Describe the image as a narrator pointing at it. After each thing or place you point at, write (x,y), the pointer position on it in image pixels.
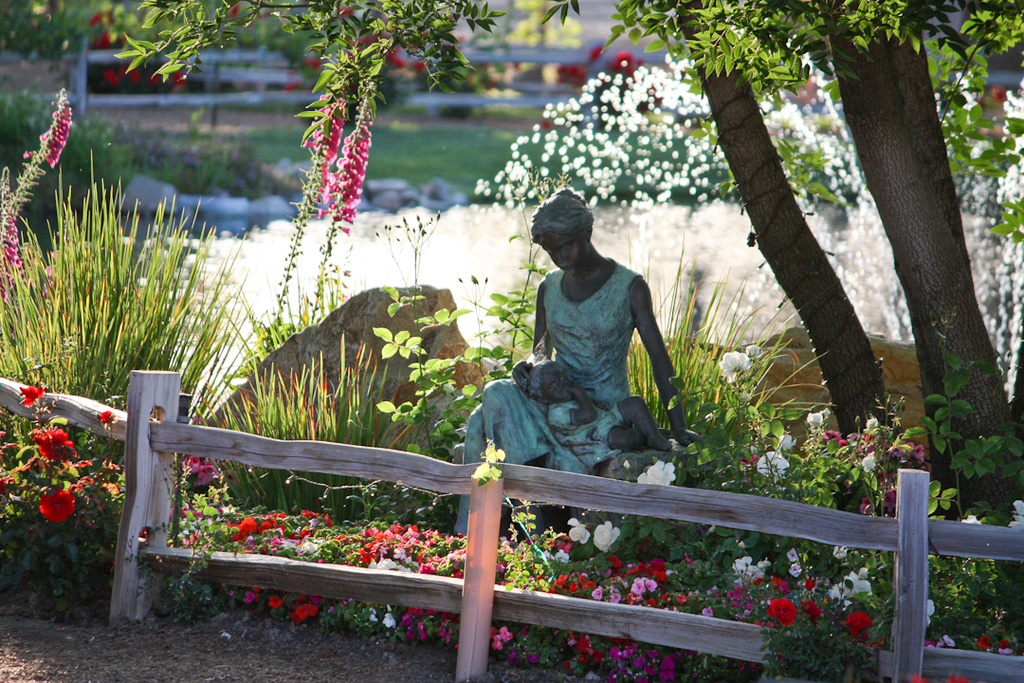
In the center of the image (577,236) there is a statue (547,450). At the bottom of the image (849,531) we can see fencing (896,598) and flowers (44,514). In the background (469,218) we can see water (231,253), grass (447,163), trees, fencing (429,104).
